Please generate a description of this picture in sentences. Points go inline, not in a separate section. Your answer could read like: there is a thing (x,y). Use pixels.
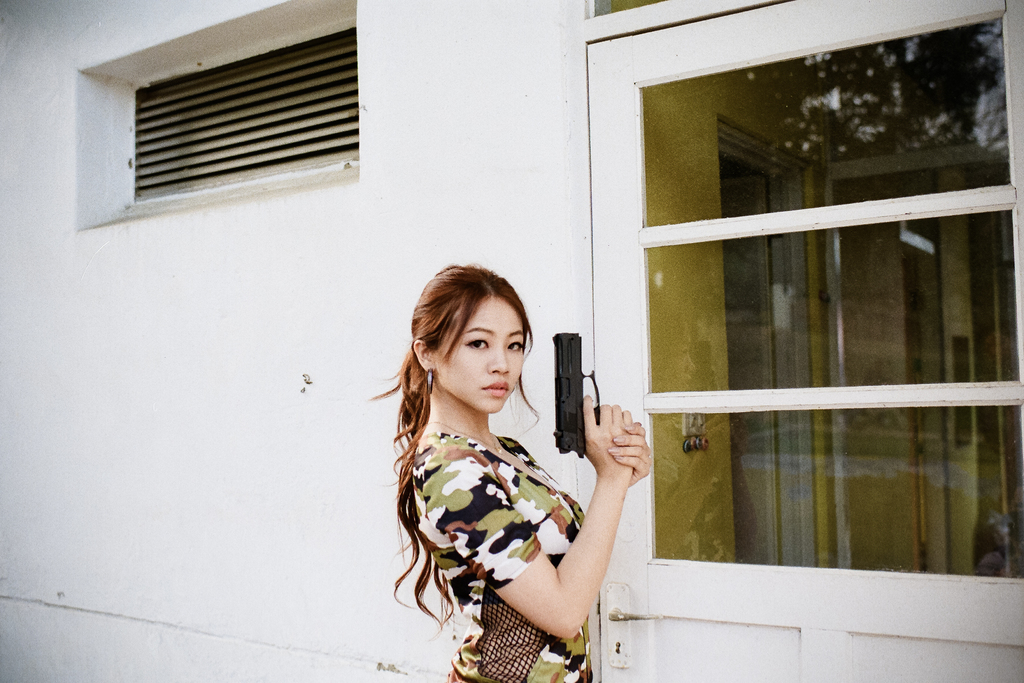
There is a lady (471,467) holding a gun (560,404) and standing. Near to her there is a building (375,190) with door (594,154) and ventilation (253,132).
